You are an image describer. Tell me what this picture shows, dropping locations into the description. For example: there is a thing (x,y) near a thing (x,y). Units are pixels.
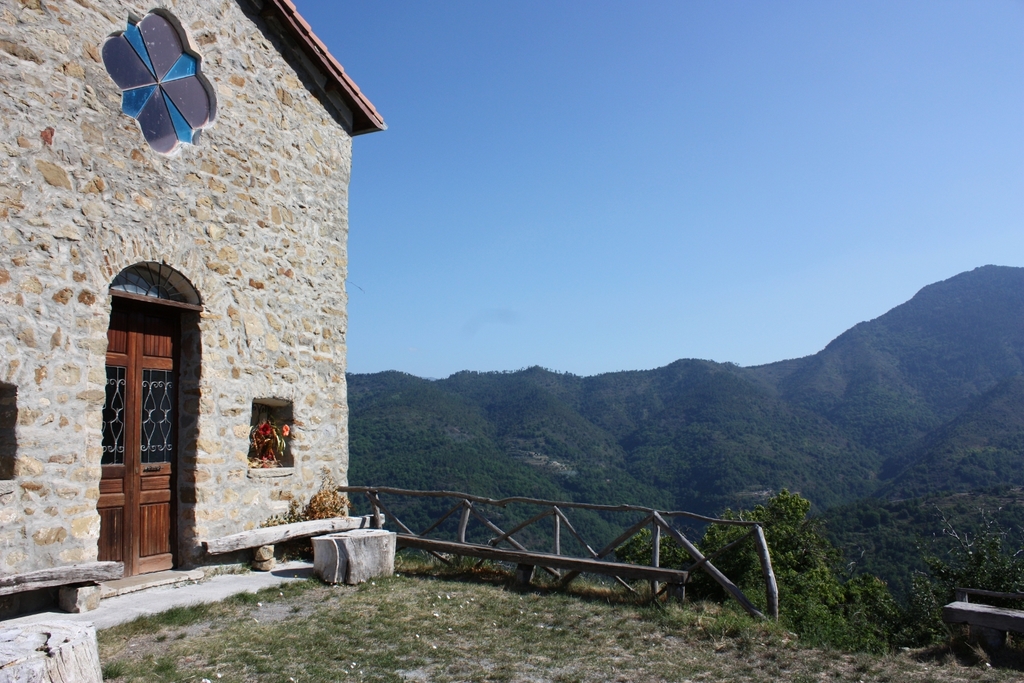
In this image I can see on the left side (121,127) there is a house (209,440) with doors (162,427), on the right side (843,410) there are hills (842,473). At the top (661,136) it is the sky (661,136).
